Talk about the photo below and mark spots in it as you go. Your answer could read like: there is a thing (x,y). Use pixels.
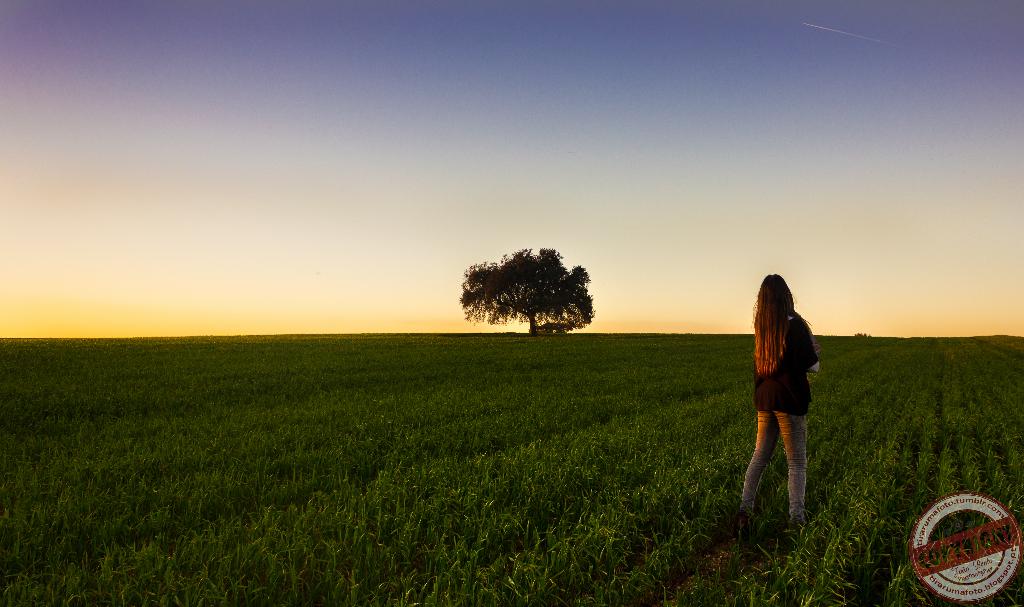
In this image I can see a woman (792,517) is standing in the crop (727,495), she wore black color top (788,407). In the middle (555,315) there is a tree (571,304), at the top (429,135) it is the sky (443,131). On the right side (948,525) it is the watermark (955,553).
